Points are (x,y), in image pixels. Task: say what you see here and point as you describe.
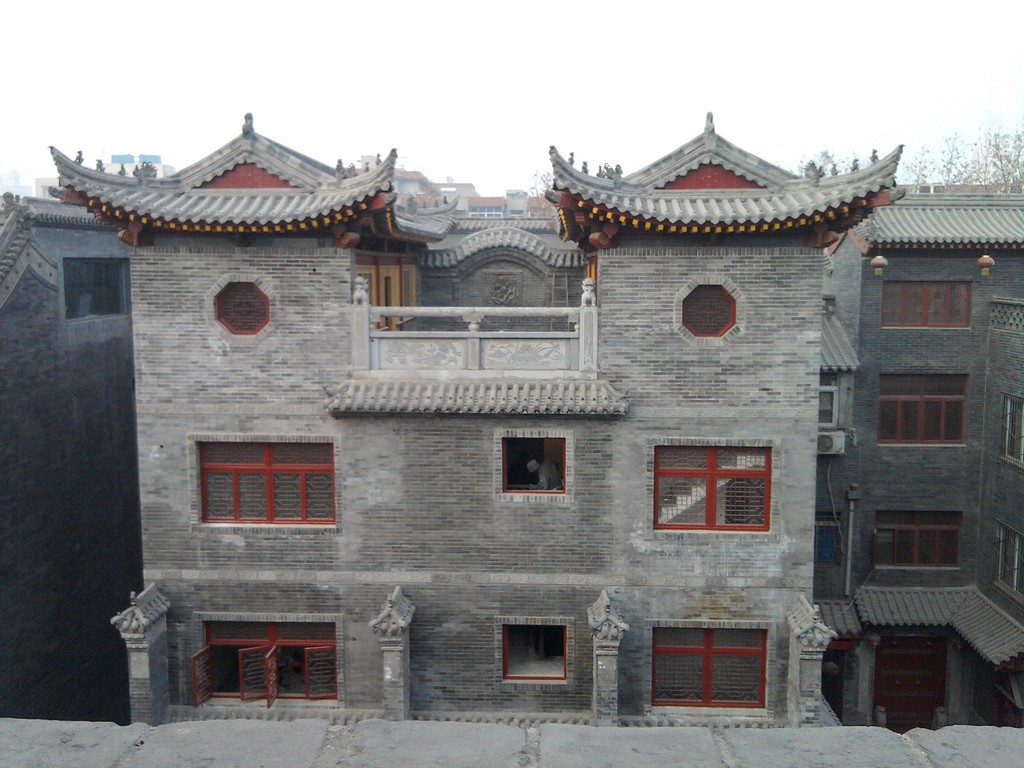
In this image I can see the buildings (644,545) with windows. In the background (905,180) I can see the trees (988,159) and the sky (435,152).
